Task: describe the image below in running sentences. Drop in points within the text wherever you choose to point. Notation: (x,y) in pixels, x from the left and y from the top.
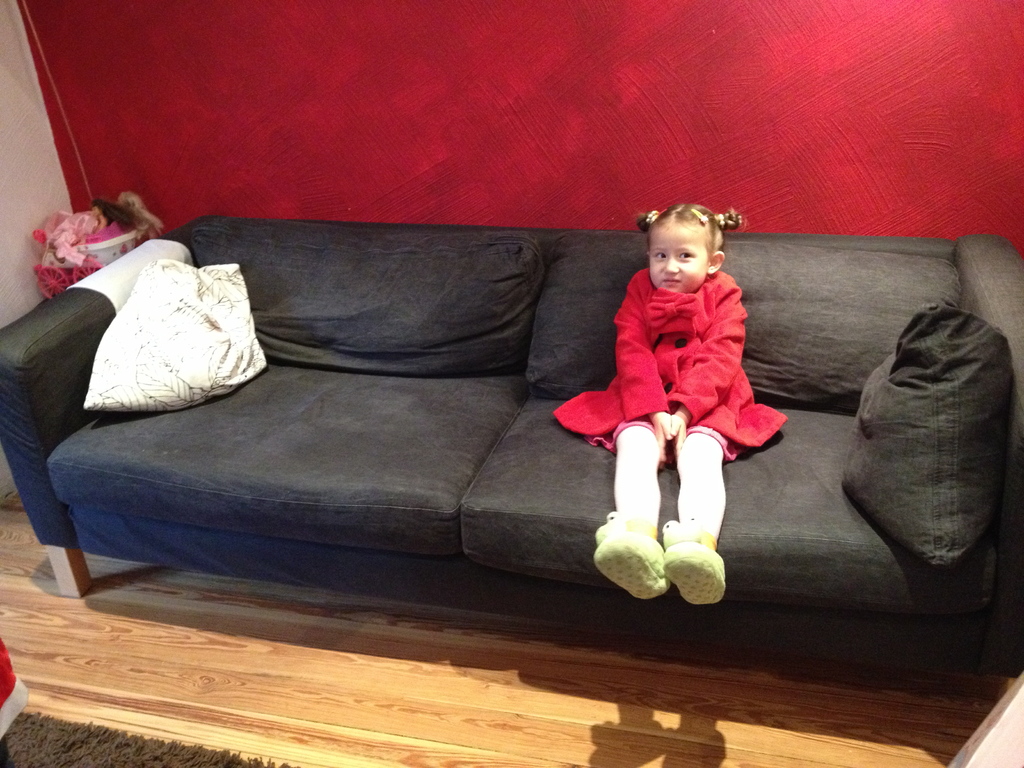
This picture shows a girl (672,390) sitting in the sofa (665,514). The sofa (327,410) is in black color and there are some pillows (917,421) here. In the background (388,96), there is a red colored wall (447,115) here.
